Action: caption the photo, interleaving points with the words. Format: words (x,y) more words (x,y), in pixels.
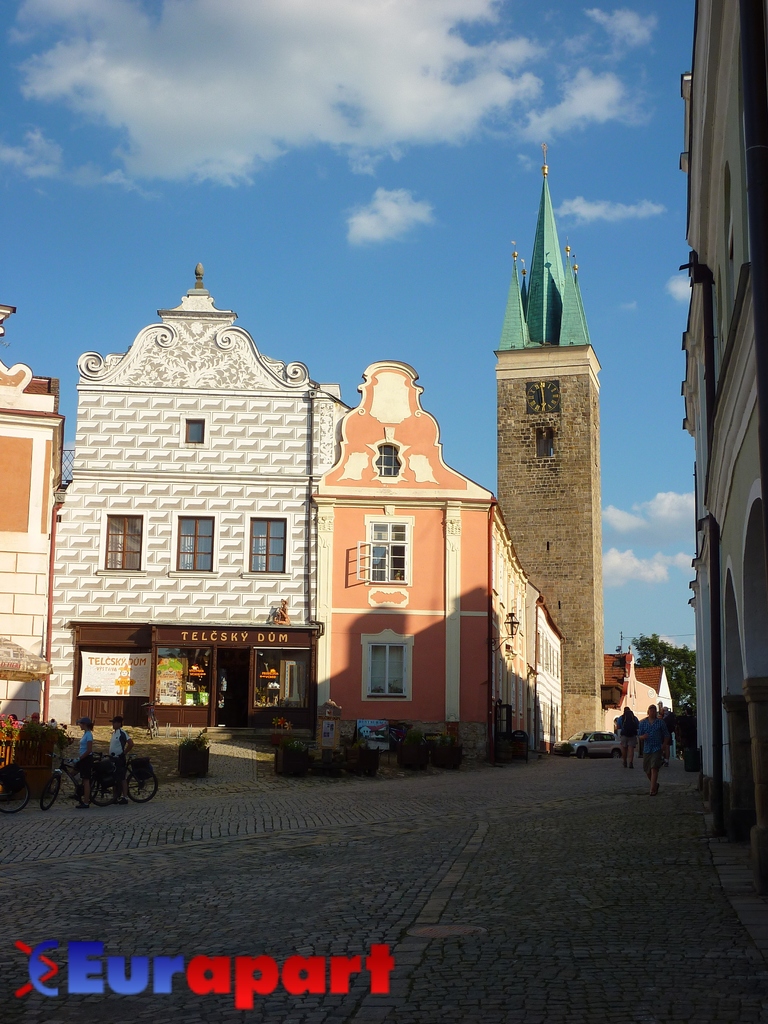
In this image we can see a few buildings (280,716), there are some vehicles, trees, people (85,804) and potted plants (12,732), in the background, we can see the sky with clouds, at the bottom of the image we can see the text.
